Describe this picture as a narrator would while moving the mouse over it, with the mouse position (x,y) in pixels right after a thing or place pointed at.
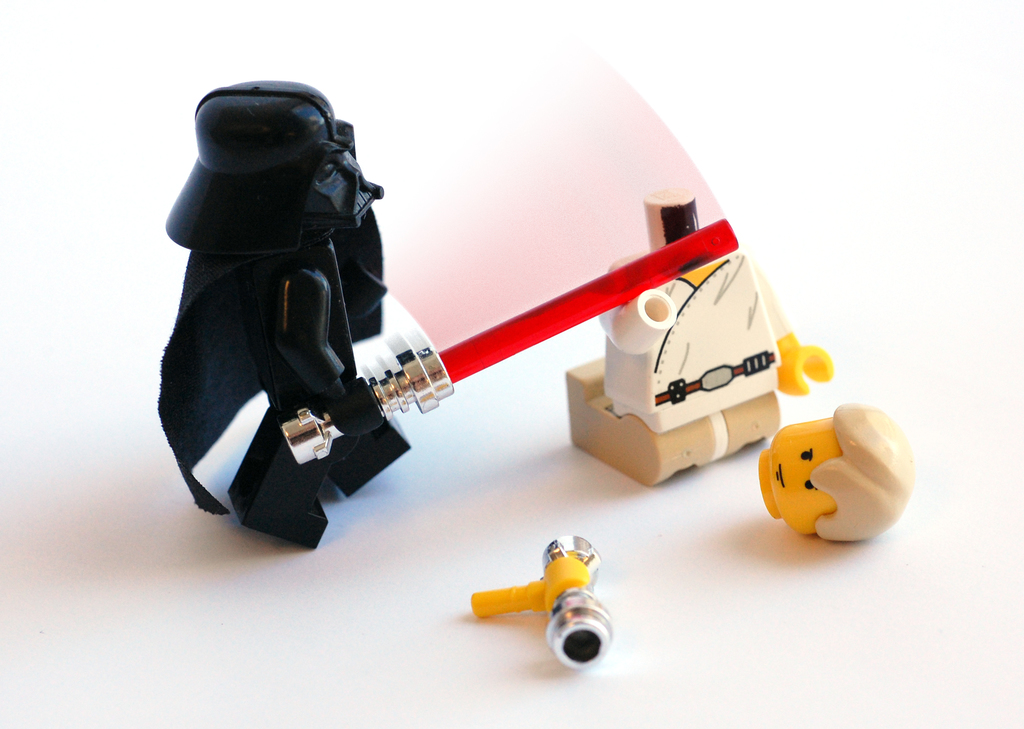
In this image we can see there are few toys (557,309) on the white color surface (450,523).
